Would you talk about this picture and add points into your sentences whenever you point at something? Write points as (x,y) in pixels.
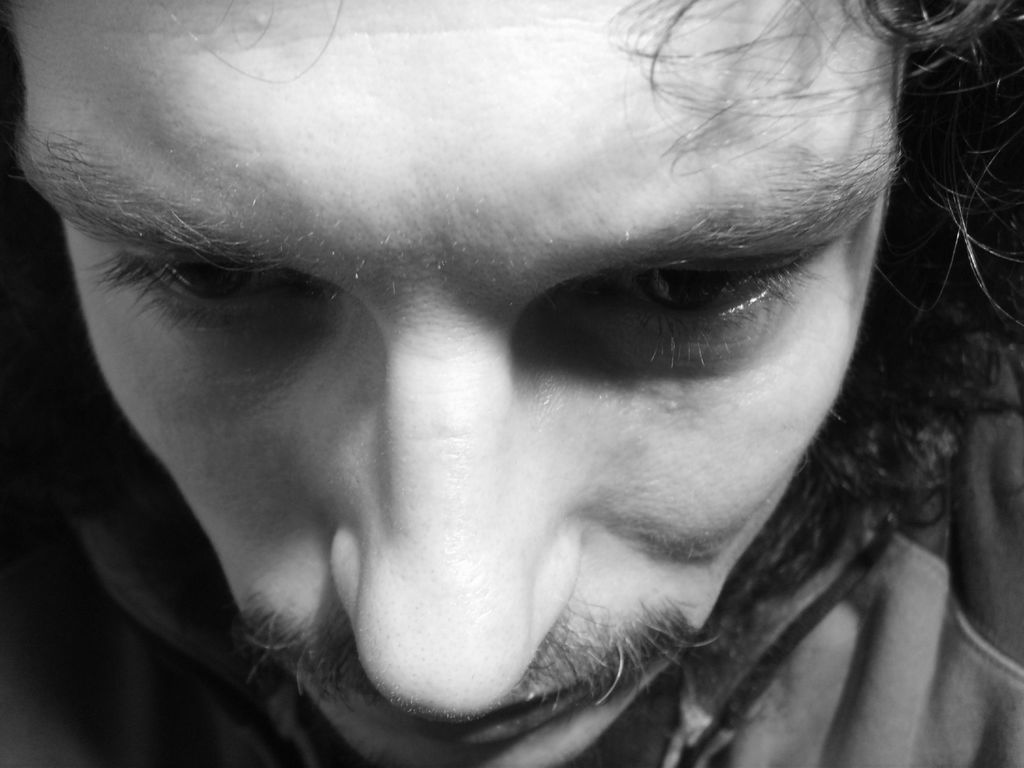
In this image I can see a person face (358,309) and the image is in black and white.
